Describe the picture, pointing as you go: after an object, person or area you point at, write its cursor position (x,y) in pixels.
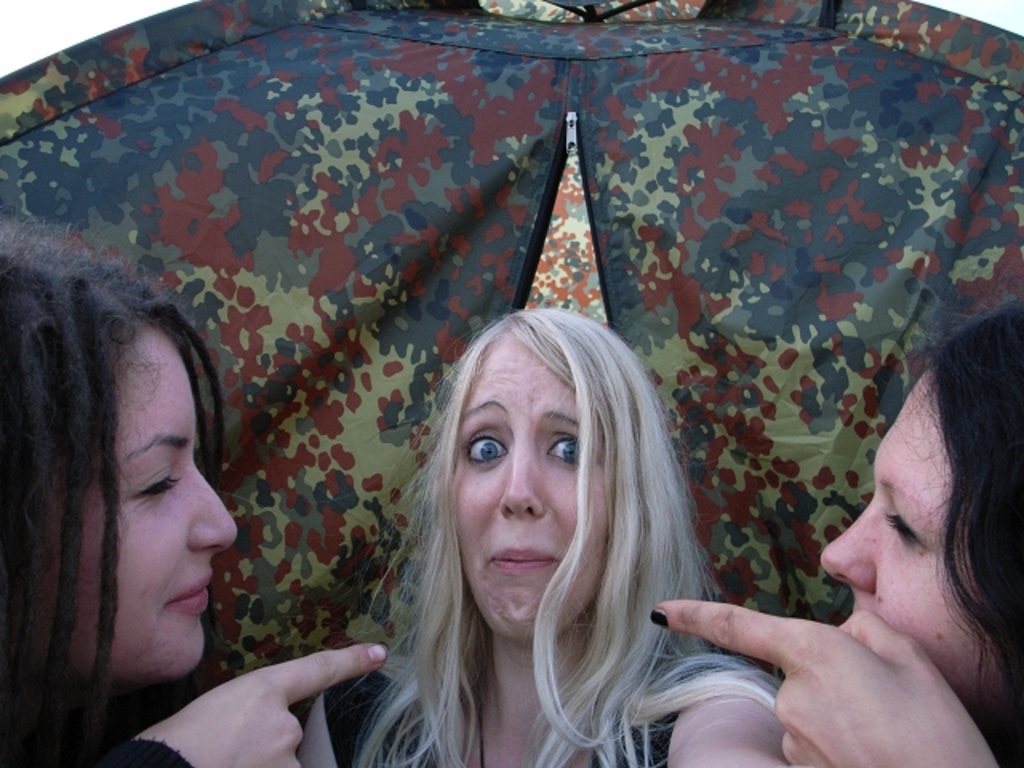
In this picture there is a woman (556,597) kept a weird expression (543,528) on her face (539,514) and there are two women (950,604) on either sides of her are showing their index finger (705,626) towards her and there is a tent (568,230) behind them.
